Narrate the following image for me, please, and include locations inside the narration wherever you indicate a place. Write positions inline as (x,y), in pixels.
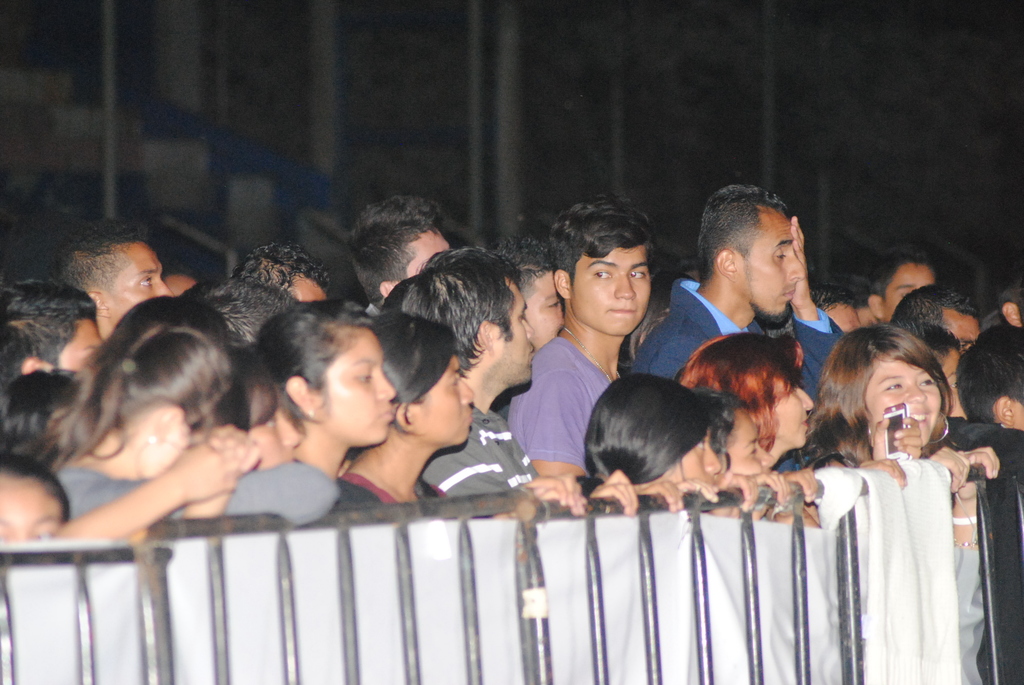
There is a crowd (559,295). In front of them there is a railing (363,510) with cloth (485,615).
